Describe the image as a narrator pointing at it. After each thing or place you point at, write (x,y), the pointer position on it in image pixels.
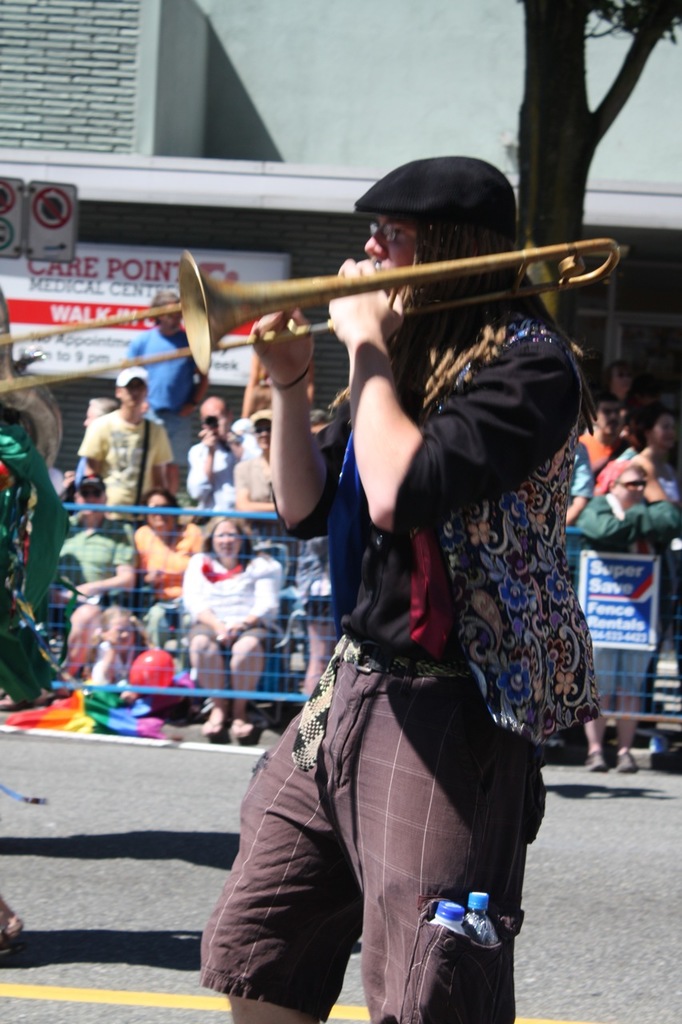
In this image a person (312,511) is playing a musical instrument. There is a traffic sign board (44,232) in the image. A group of people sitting aside of a road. We can see a building (300,125) in the image.
